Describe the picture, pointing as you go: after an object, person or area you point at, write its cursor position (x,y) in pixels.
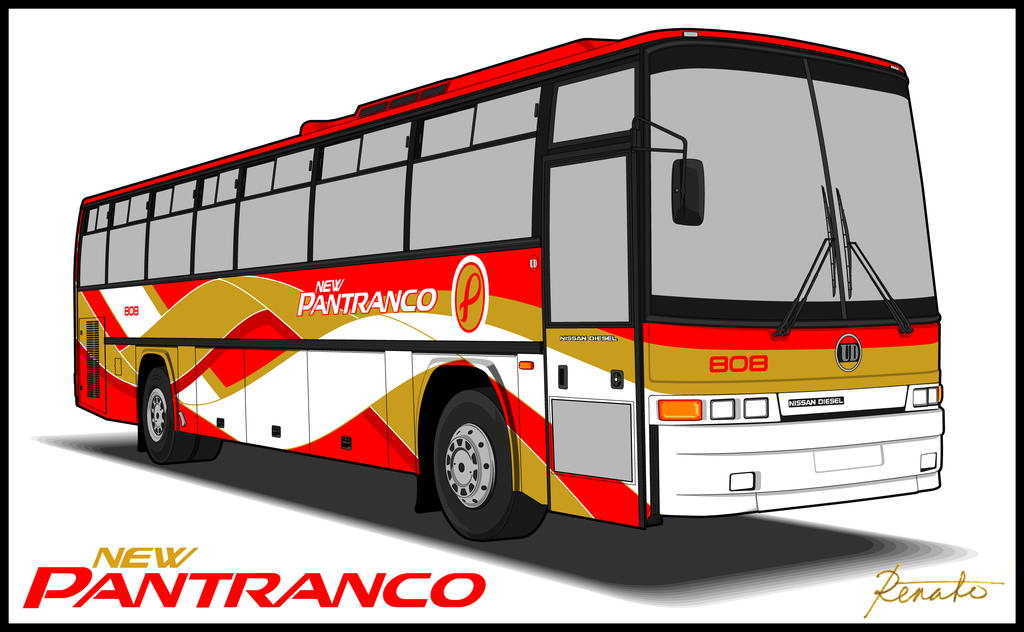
In this picture I can see there is a bus (625,247) and it has windshield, headlights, wheels (444,490), door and windows (230,194). There is something written at the left (171,595) and right of the image (918,582). There is a white surface (150,507).
